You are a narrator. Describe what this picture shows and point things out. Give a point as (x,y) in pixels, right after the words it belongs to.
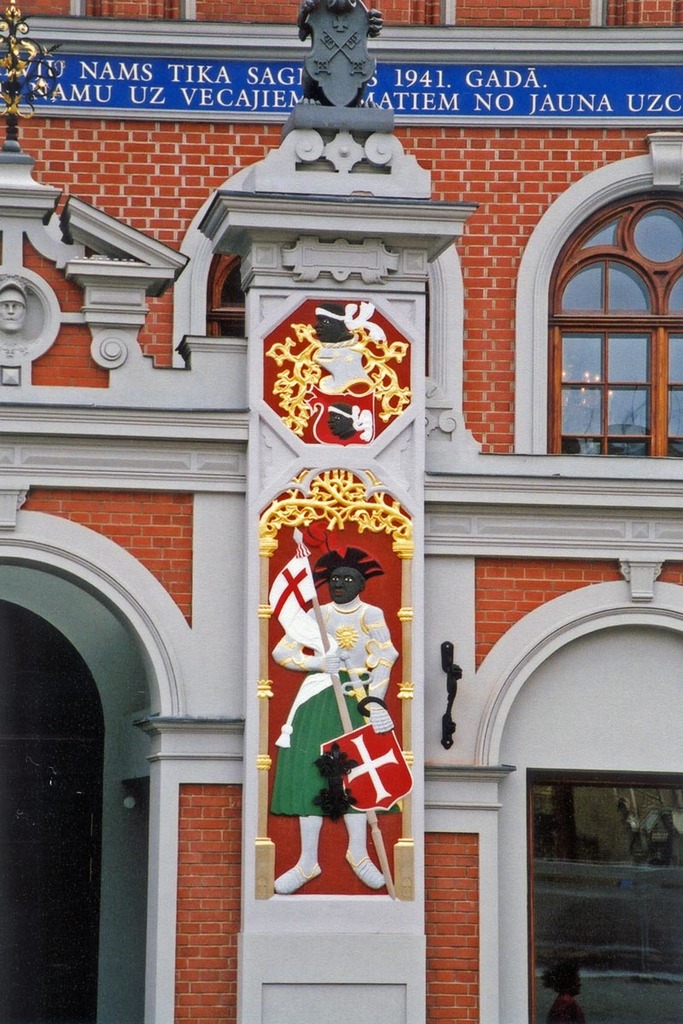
In this picture we can observe a building (123,446). We can observe a pillar (259,526) on which there are some carvings (321,595). We can observe white, green, red and black colors on the pillar (313,746). The building (206,558) is in red color.
